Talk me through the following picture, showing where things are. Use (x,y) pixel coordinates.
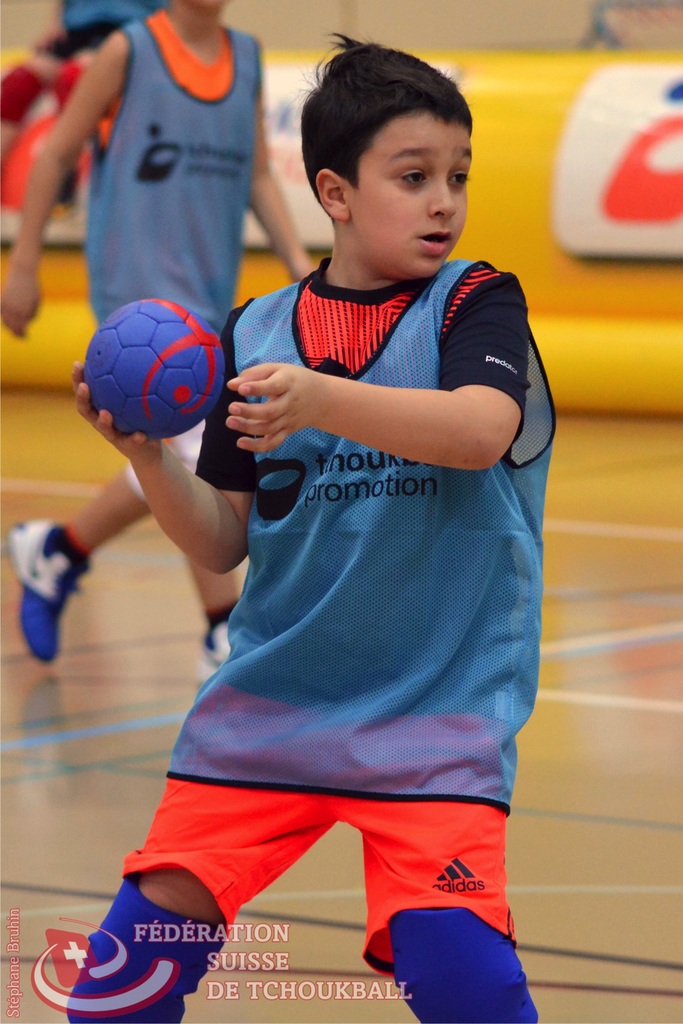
This is a tchoukball court (111,625). One boy (453,565) he is holding a ball (174,427) is wearing a blue t shirt (357,587) with a orange shorts (434,820). Another boy (128,296) behind him is walking. He is wearing a blue shoes (35,601). There is a yellow boundary (549,126). There is a watermark (80,958) in the bottom left corner of the photo (58,969). The boy (214,767) is in a position of throwing the ball (181,400). In his shorts (429,841) there is a logo (438,877).
